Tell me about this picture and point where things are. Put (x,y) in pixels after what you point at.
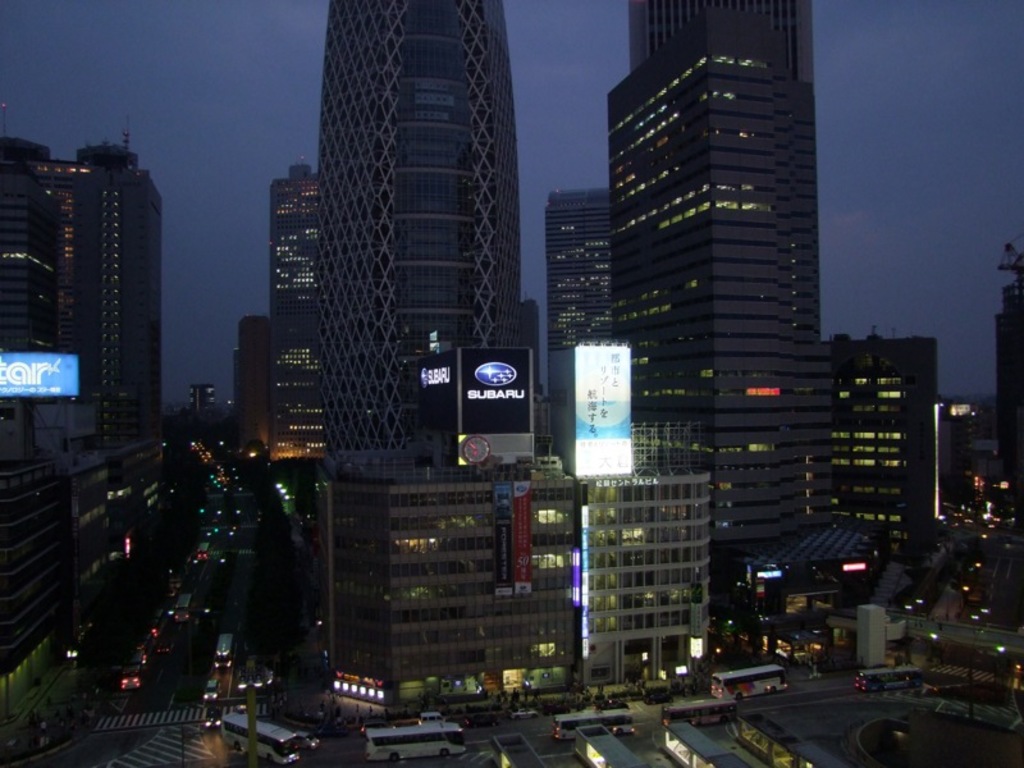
This is the picture of a city (407,529). In this image there are buildings (1,161) and trees (726,617) and poles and there are hoardings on the buildings (533,554). At the bottom (562,731) there are vehicles (280,747) and there are group of people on the road (187,764). At the top (160,89) there is sky (276,117).
